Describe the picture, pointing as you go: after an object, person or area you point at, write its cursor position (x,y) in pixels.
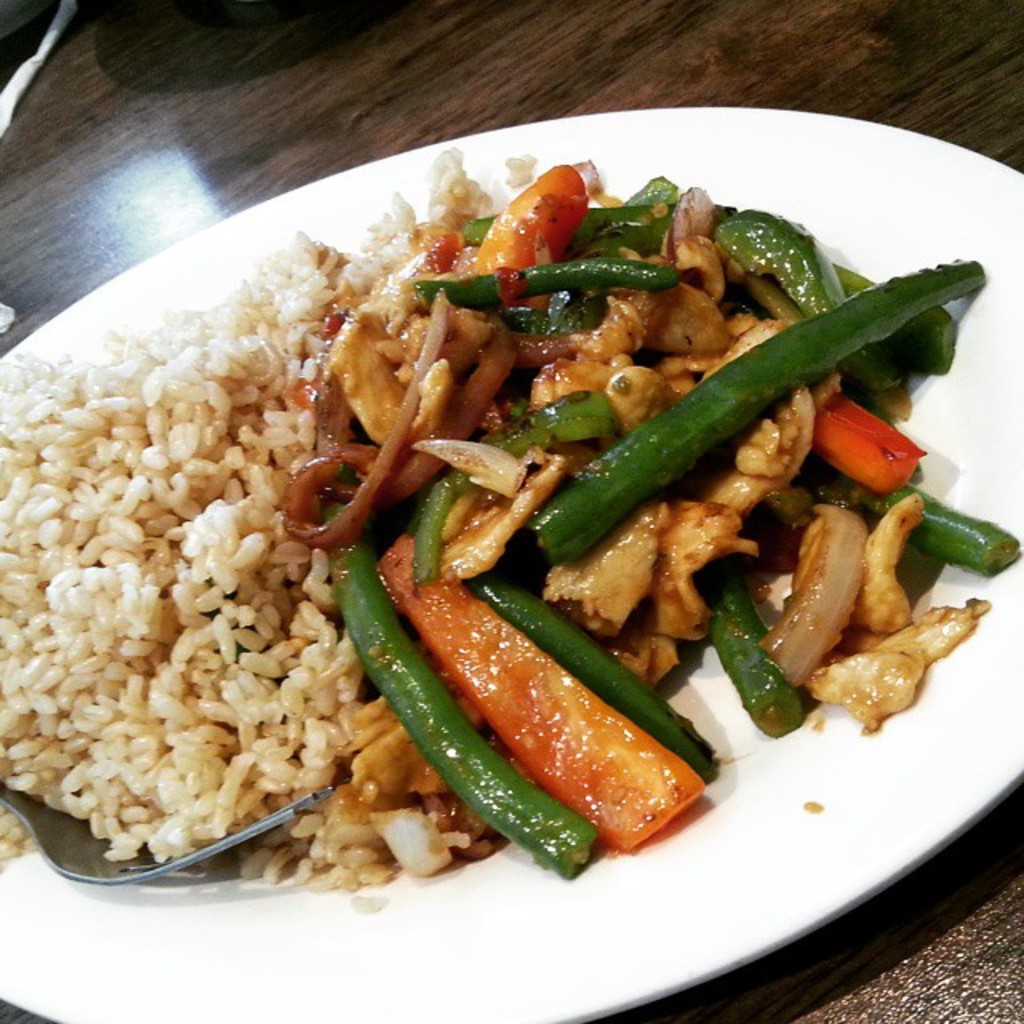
In the picture I can see a dish (456,307) and a fork (278,825) on the plate (854,778) and the plate (858,722) is kept on the wooden table (847,987).
